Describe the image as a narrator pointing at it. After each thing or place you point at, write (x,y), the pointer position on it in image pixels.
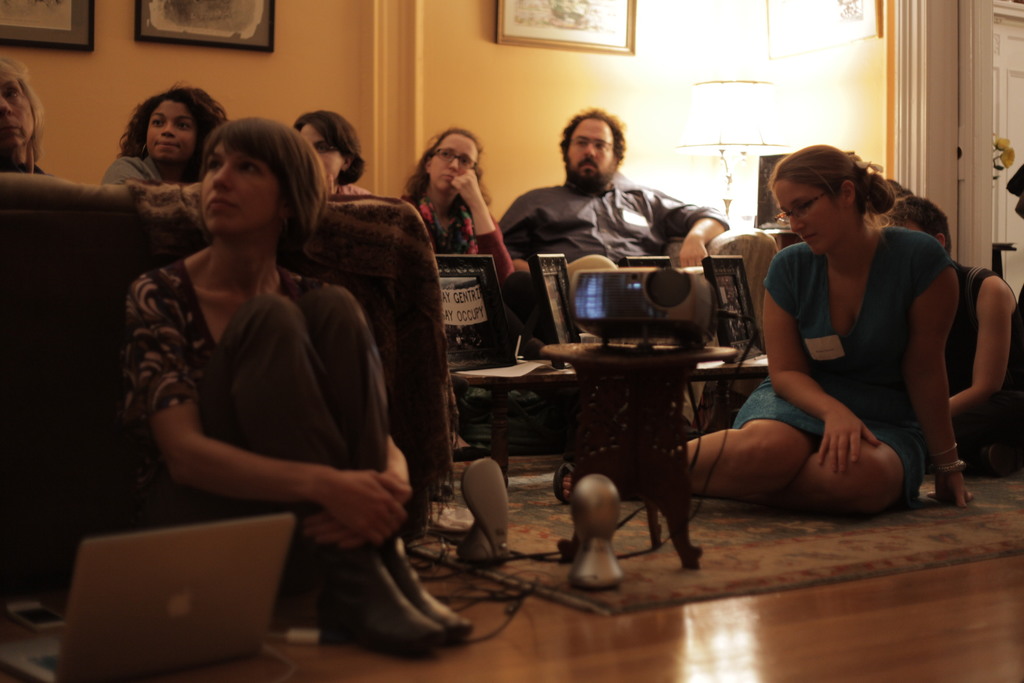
In this image I can see number of people (772,315) are sitting. On the bottom left side (248,560) I can see a laptop (39,659) and a cellphone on the floor (390,663). In the centre (603,439) I can see a rug (1011,488), two speakers (464,551), a table (583,382), few chairs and an electronic device (628,275) on the table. In the background (152,24) I can see a lamp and few frames (165,18) on the wall (112,57). I can also see a door (1001,30) on the right side (1008,19).
